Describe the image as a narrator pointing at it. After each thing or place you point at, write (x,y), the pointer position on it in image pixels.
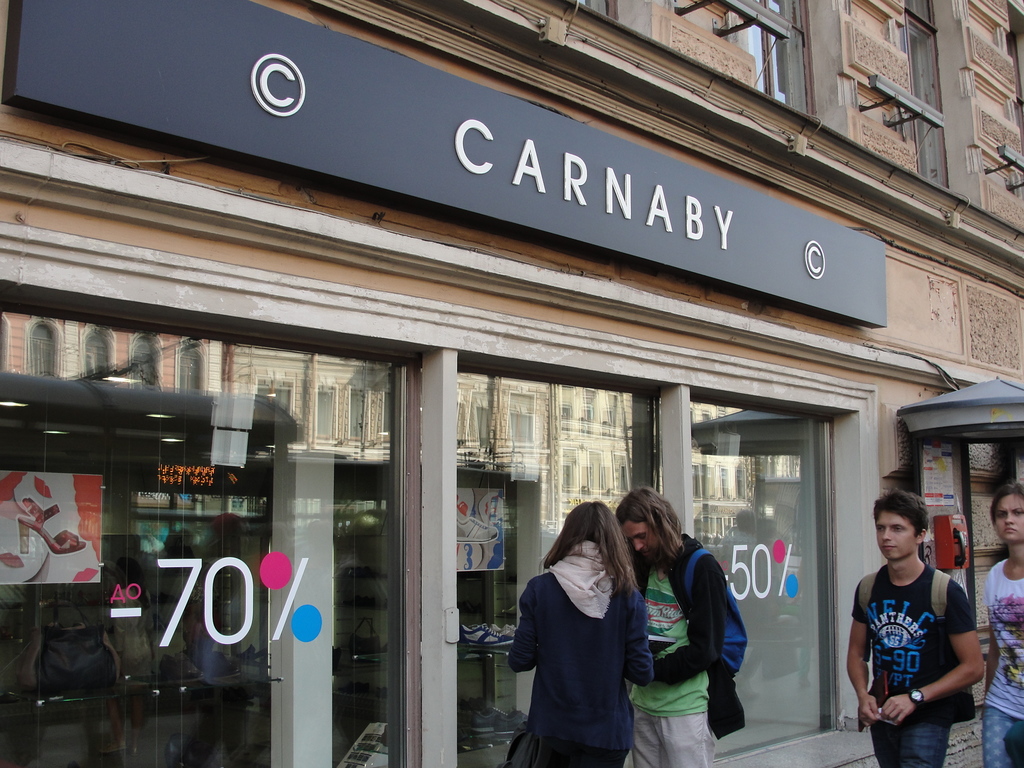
In this image there is a building (602,204), there is a board (602,204) on the building (978,330), there is text (575,162) on the board (583,204), there are glass walls (463,510), there is a number (210,601) on the glass wall (139,617), there is a telephone (939,546) on the wall (983,544), there is a wire (930,366), there is an object (968,391) towards the right of the image (997,416), there are two men (675,574) towards the bottom of the image (681,747), there is a man (896,657) holding a bag (868,612), there are two women (596,629) towards the bottom of the image (990,729).
